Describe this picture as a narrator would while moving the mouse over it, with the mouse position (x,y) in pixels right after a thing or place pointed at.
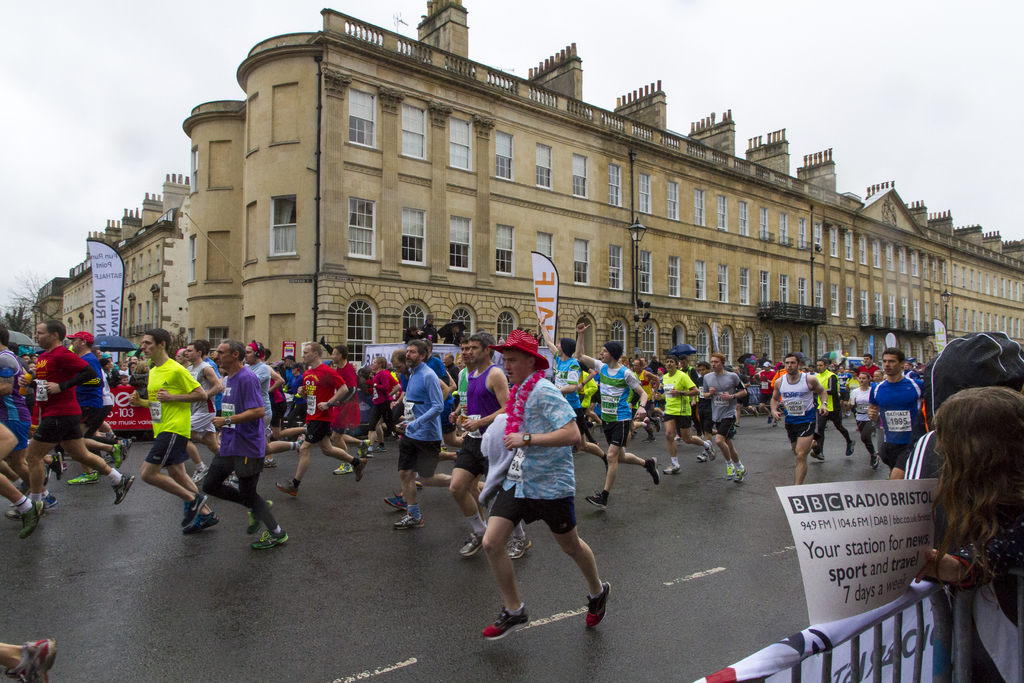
This picture shows building (982,295) and few people (421,401) running on the road (165,507) and few (1001,378) are standing and we see couple of them (991,527) standing on the side. we see a woman (970,460) holding a paper (850,588) in her hand (926,572) and we see few of them (525,376) wore caps (538,364) on their heads (513,336) and a cloudy Sky (127,3).
